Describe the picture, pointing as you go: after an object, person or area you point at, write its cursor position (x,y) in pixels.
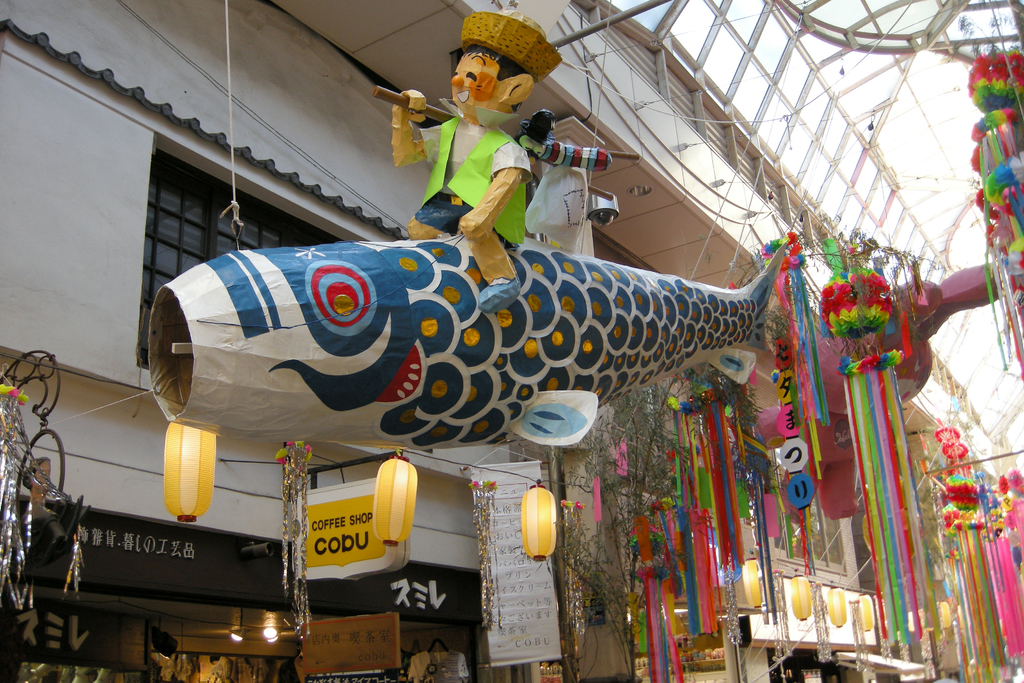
This is a picture of the outside of the building (332,583), in this picture in the center (597,317) there is one toy (617,314). On the right side (915,478) there are some ribbons (902,486), flowers (953,452), and lights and some decorations (912,398). And in the background (258,206) there are some buildings (195,544) and stores (745,636), on the right side (753,576) there are some lights (401,516) and some boards (359,555). And on the top of the image (797,26) there are some rods (785,29).
